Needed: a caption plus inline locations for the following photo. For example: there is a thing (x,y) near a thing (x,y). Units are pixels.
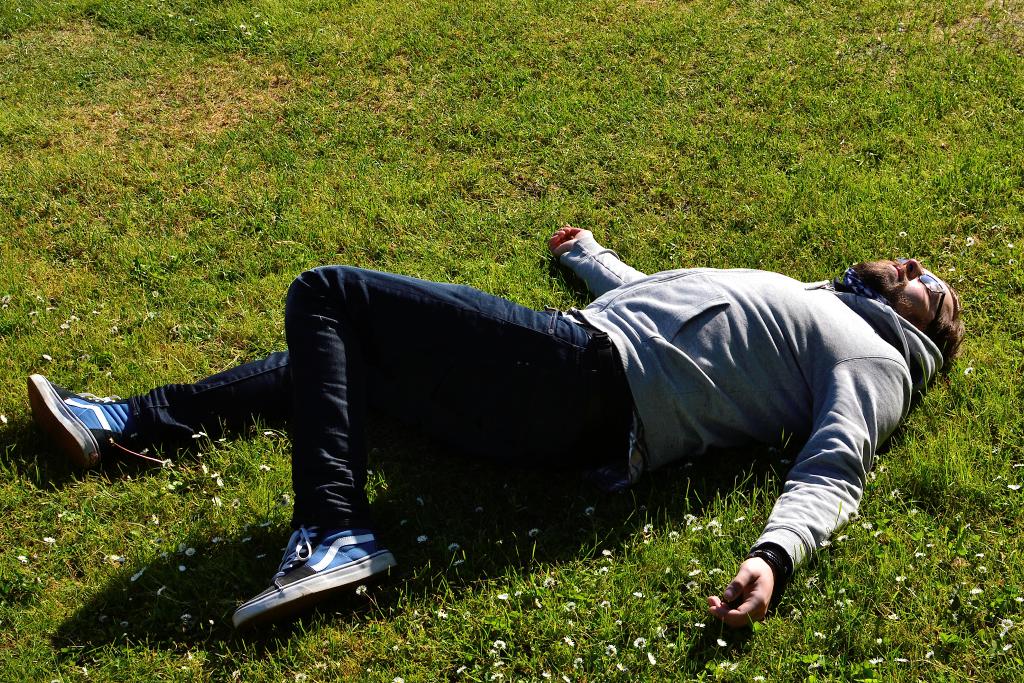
In this image in the center (530,433) there is one person (683,425) who is lying, and at the bottom (171,582) there is grass (713,592).
